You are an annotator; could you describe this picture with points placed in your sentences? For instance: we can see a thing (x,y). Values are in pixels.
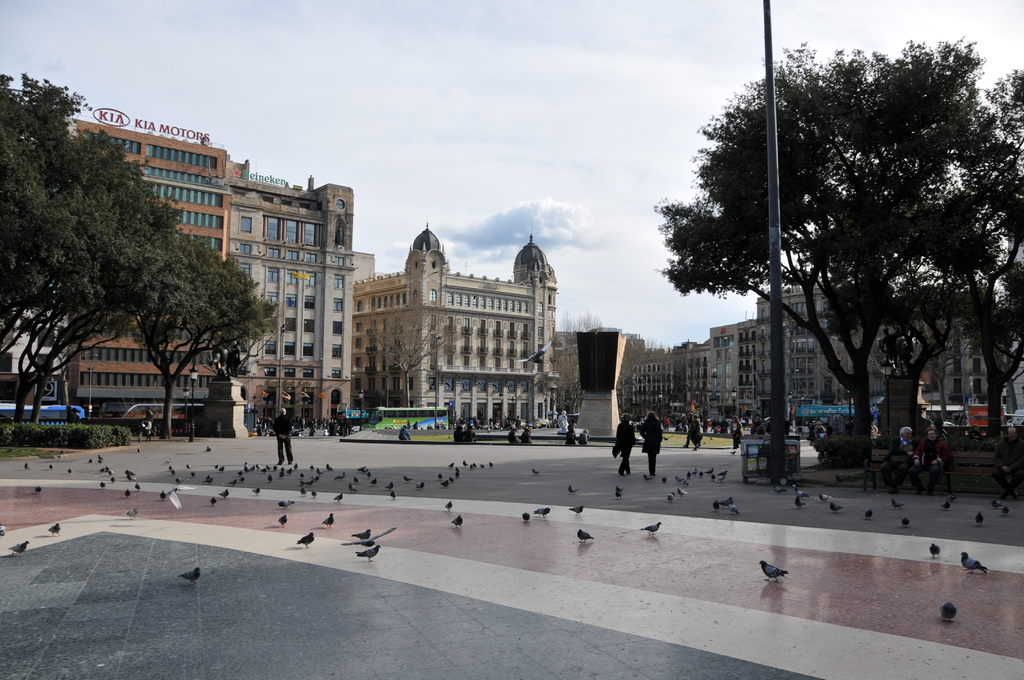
In this image we can see birds (947,615) on the road (844,532), people (735,422), poles (777,338), plants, grass (9,453), vehicles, trees (1003,173), buildings (557,345), lights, boards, and other objects (763,438). On the right side of the image (893,478) we can see three persons (1003,486) are sitting on a bench (955,457). In the background (202,45) there is sky (508,155) with clouds (563,141).
